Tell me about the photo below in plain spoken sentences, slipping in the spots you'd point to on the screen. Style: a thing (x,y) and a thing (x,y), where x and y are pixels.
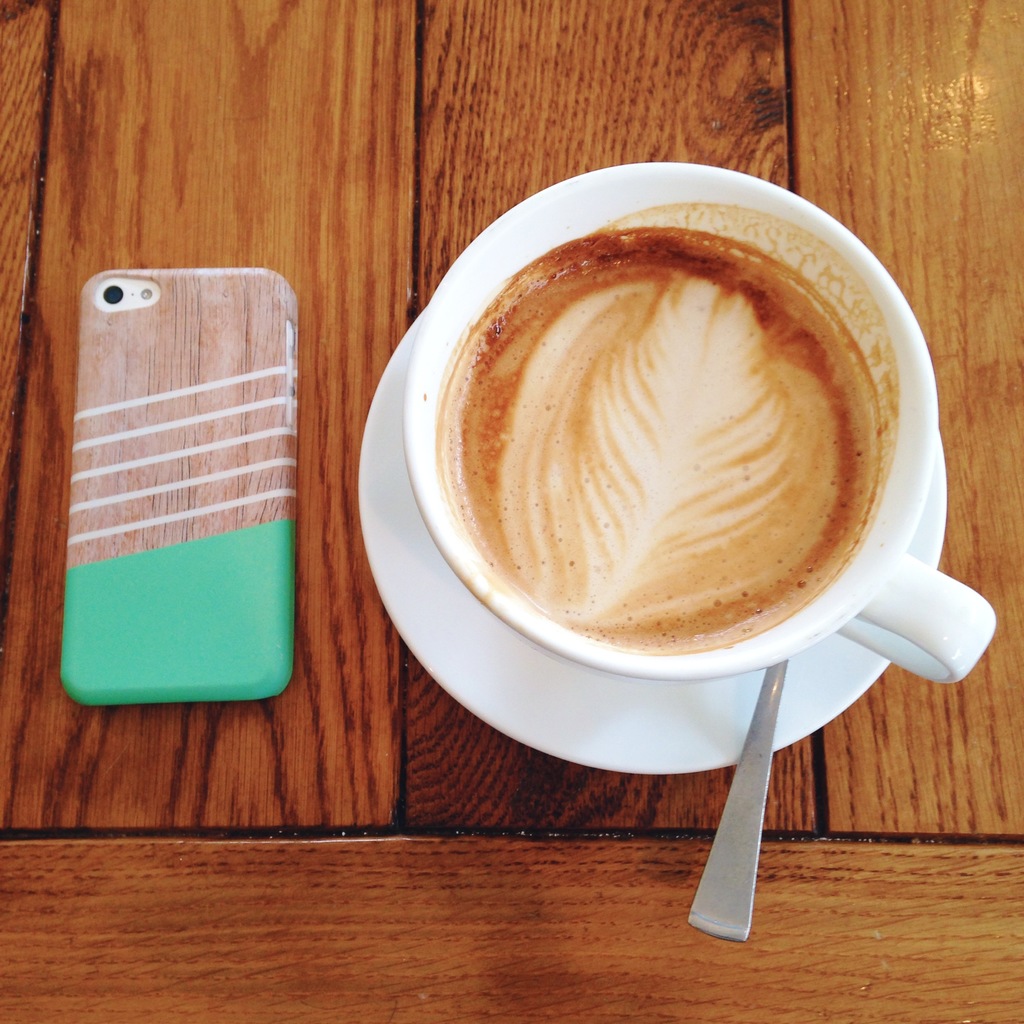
Here I can see a teacup (430,474) along with saucer (485,652) and spoon (755,736). On the left side (224,447), I can see a mobile (217,453). These are placed on a table (287,69).
